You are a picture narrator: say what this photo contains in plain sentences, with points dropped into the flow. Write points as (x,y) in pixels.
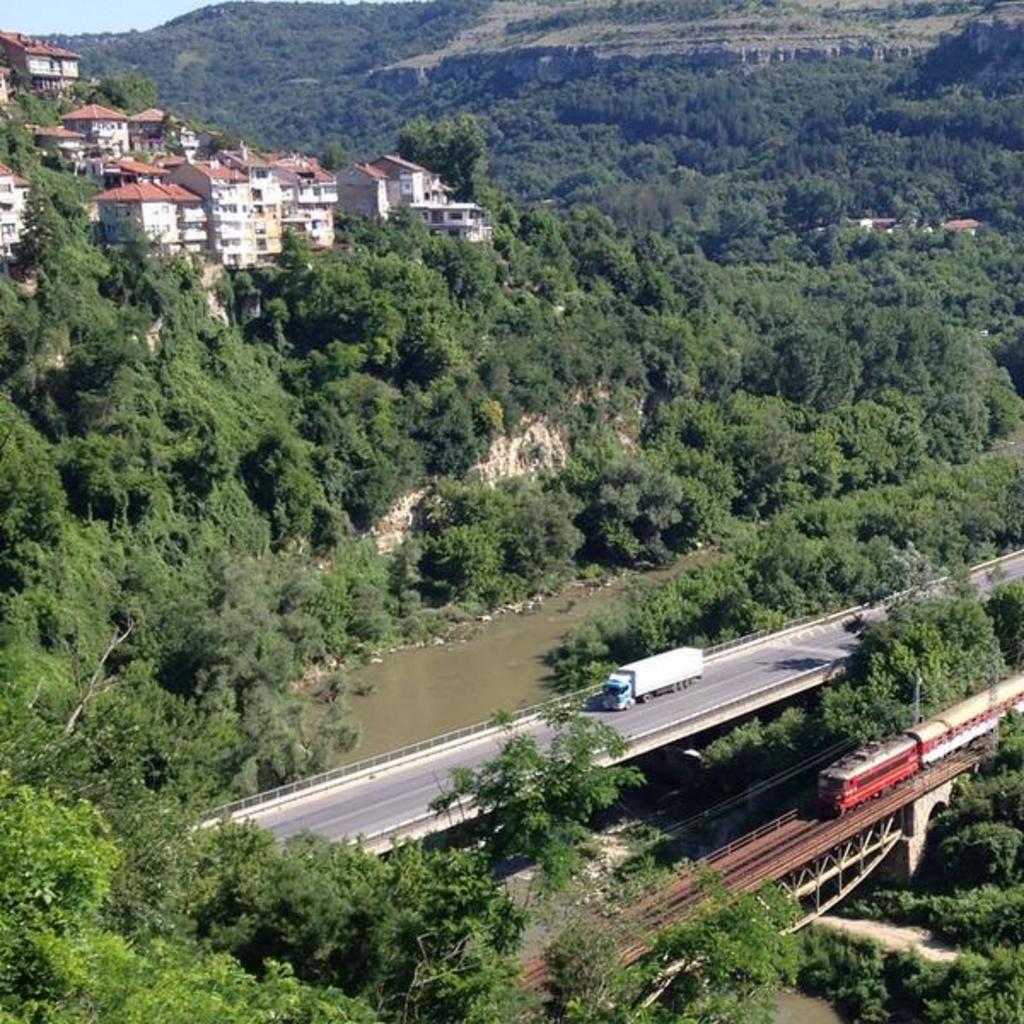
In this picture we can see a vehicle (629,672) on the road (466,749). We can see water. There is a train (881,776) on a railway track (809,856). We can see a few trees (56,642) from left to right. There are houses (62,146) in the background (72,160).
